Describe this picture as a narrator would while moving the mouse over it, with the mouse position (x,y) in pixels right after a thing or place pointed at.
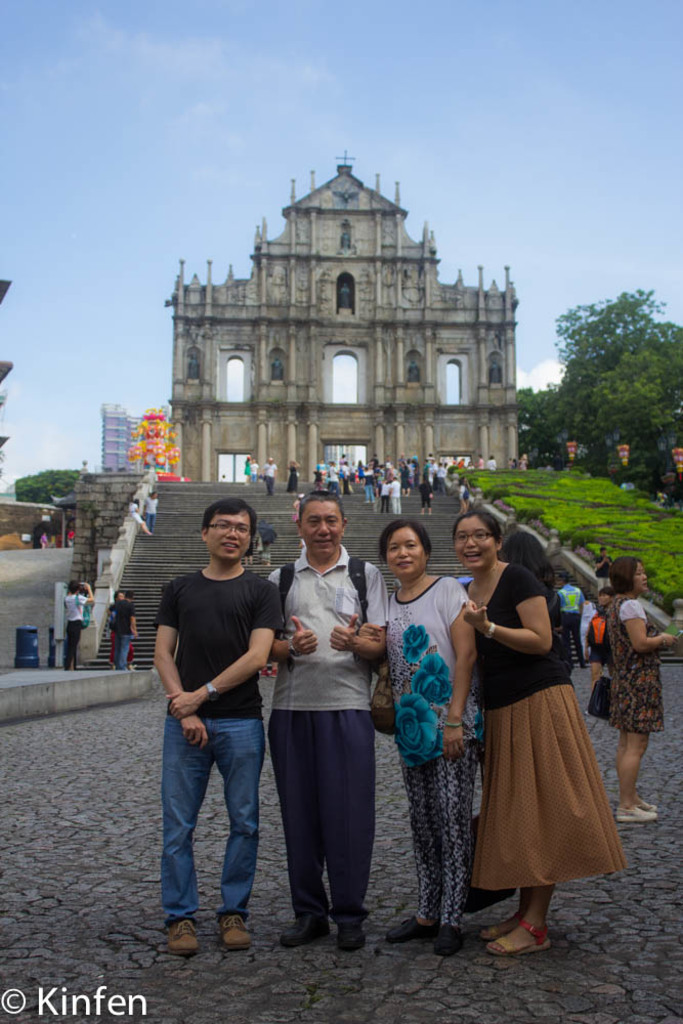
In this image we can see persons (208,684) standing on the road (393,920) and on the staircase (284,524), arch (314,331), trees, trash bins (23,666) and sky (440,171) with clouds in the background (123,225).
